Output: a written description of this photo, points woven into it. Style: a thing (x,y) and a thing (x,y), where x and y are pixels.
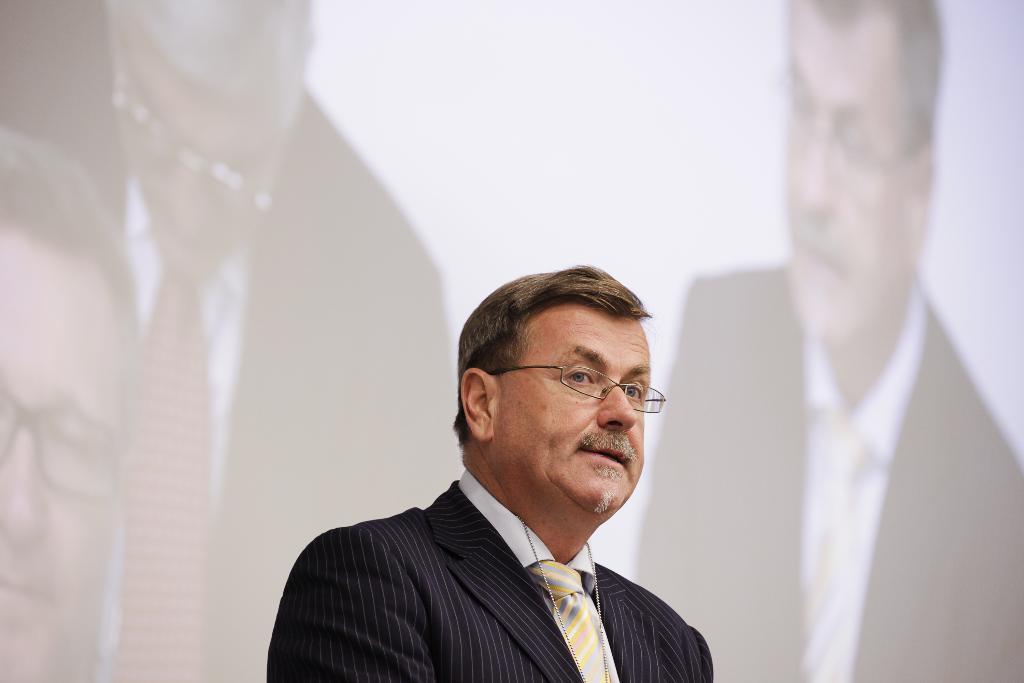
In this image there is a person (373,640) wearing suit (389,672) in the foreground (496,394). There is a screen (305,408) in the background (820,12) and we can see people (56,147) on the screen (675,315).
